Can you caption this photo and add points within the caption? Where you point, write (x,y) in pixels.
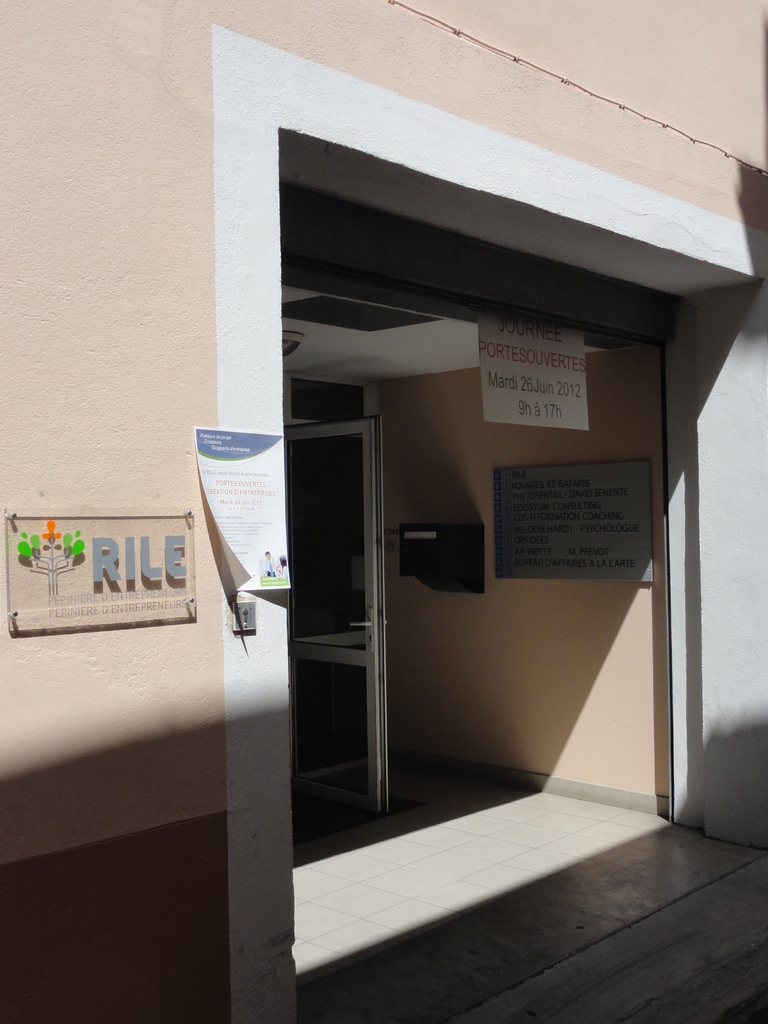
In this image there is a building (362,71) in the middle (370,351). At the bottom (426,717) there is the entrance (400,539) with a door (356,539). On the left side (67,572) there is a board (101,543) on the wall (81,315).
